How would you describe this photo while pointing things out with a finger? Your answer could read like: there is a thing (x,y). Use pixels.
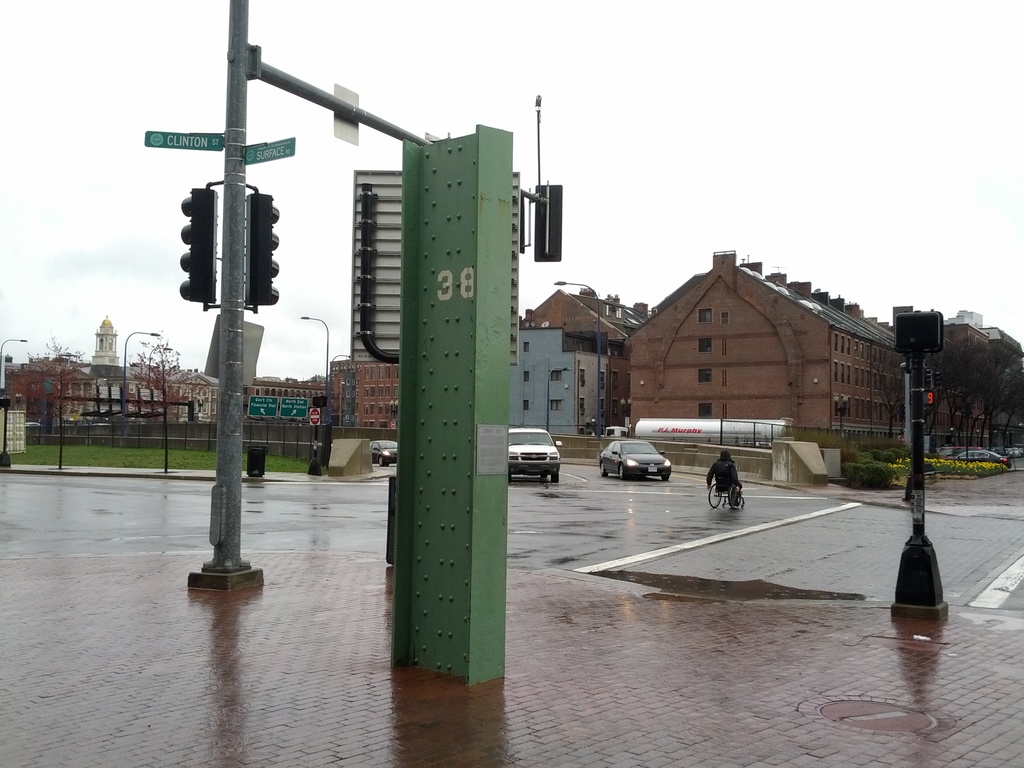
In this picture I can see the vehicles (556,455) on the road (563,510). I can see the traffic light poles (199,282). I can see a person (715,469) in the wheelchair (724,508). I can see the buildings (659,398) in the background (529,374). I can see green grass (100,460). I can see clouds (654,161) in the sky (640,132). I can see trees (936,407) on the right side (959,398).
